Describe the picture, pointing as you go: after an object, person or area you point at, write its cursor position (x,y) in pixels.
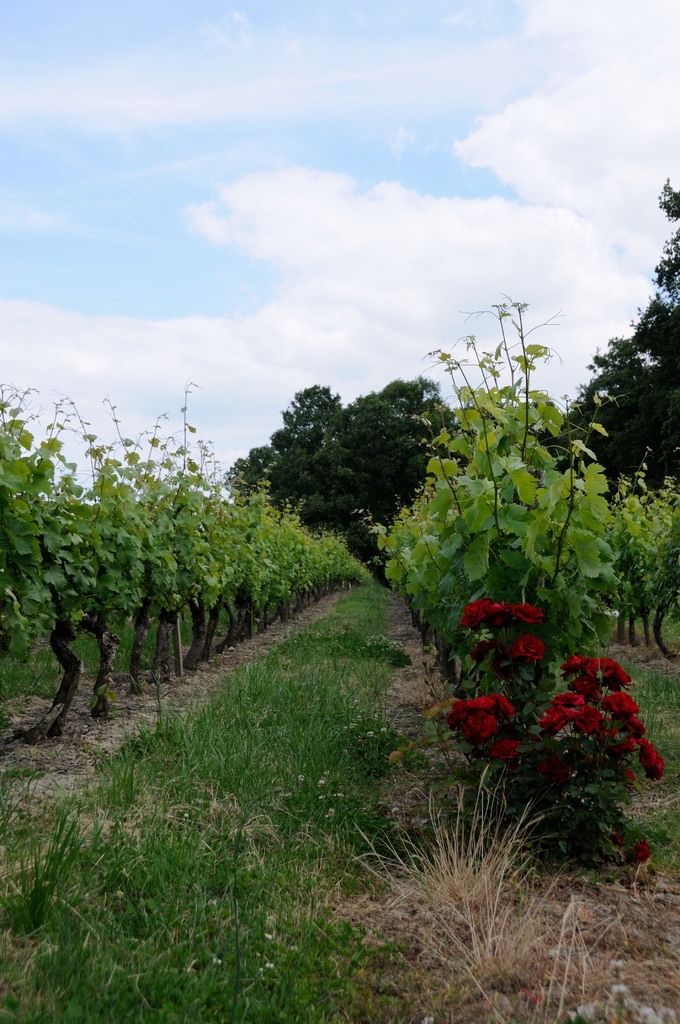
In this image there are plants (449,520) rose flowers (490,610), trees (389,464) and the sky (422,270).
